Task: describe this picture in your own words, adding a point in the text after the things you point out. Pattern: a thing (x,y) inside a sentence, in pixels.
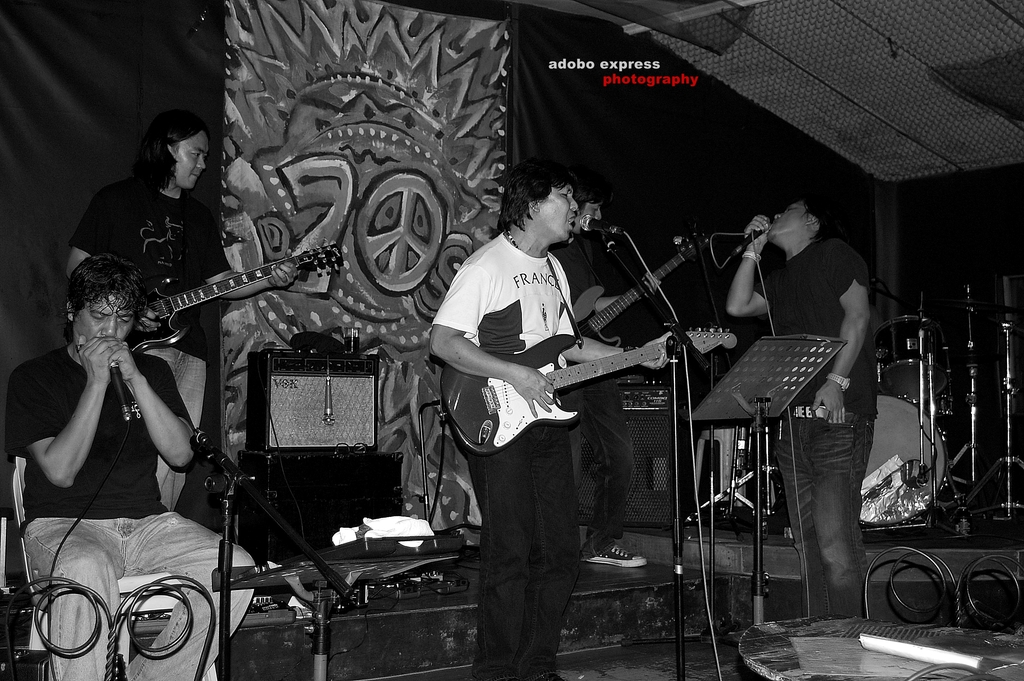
In this image I see 5 men (816,553), in which one of them is sitting and rest of them are standing and these 3 are holding the guitars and the rest 2 are holding the mic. In the background (1006,460) I see few equipment (1001,474).
